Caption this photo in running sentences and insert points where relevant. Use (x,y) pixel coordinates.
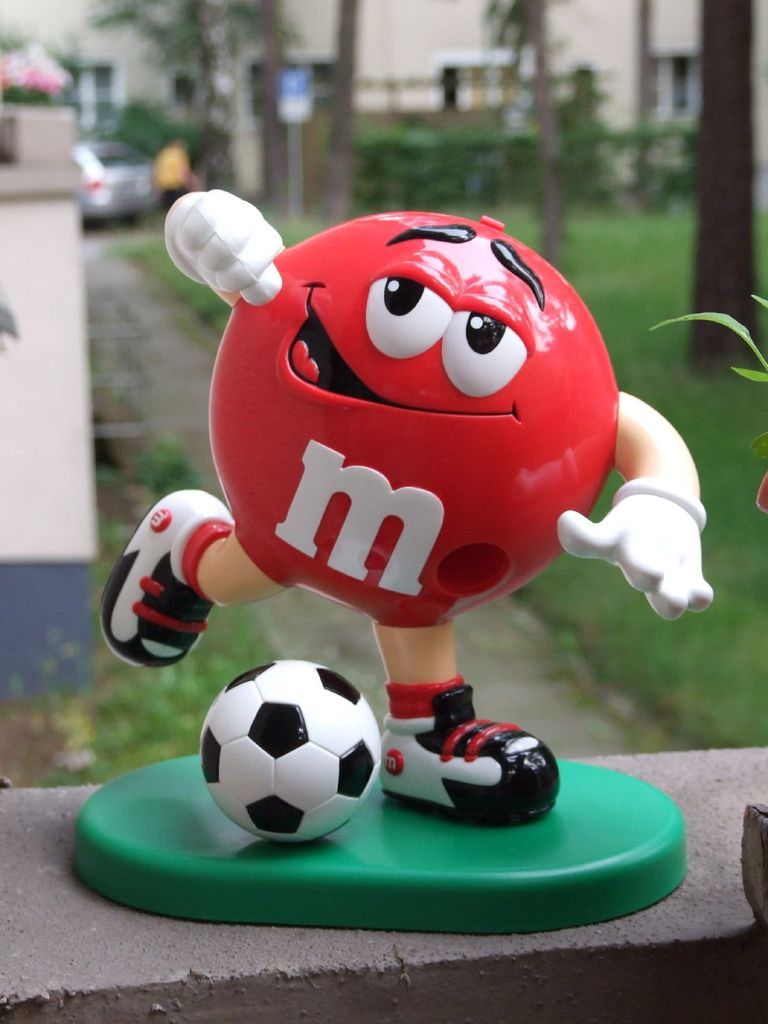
In the image we can see a toy (319,579) with two hands (270,292) and two legs (199,628). This is a ball (315,718), grass (763,663), trees (217,104), path (200,386), building (99,59) and the background (93,34) is blurred.
